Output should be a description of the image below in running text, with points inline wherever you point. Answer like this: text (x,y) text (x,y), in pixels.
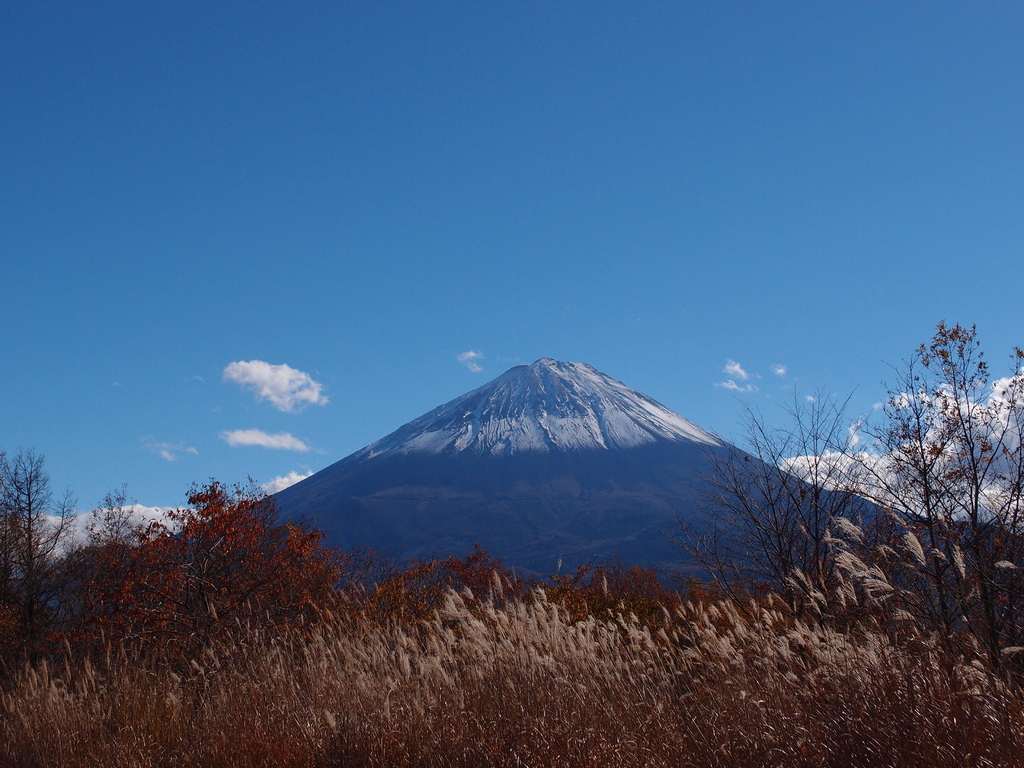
In this picture we can see few plants (702,621) and trees (451,574), in the background (483,443) we can find clouds (302,383) and a mountain (573,481).
